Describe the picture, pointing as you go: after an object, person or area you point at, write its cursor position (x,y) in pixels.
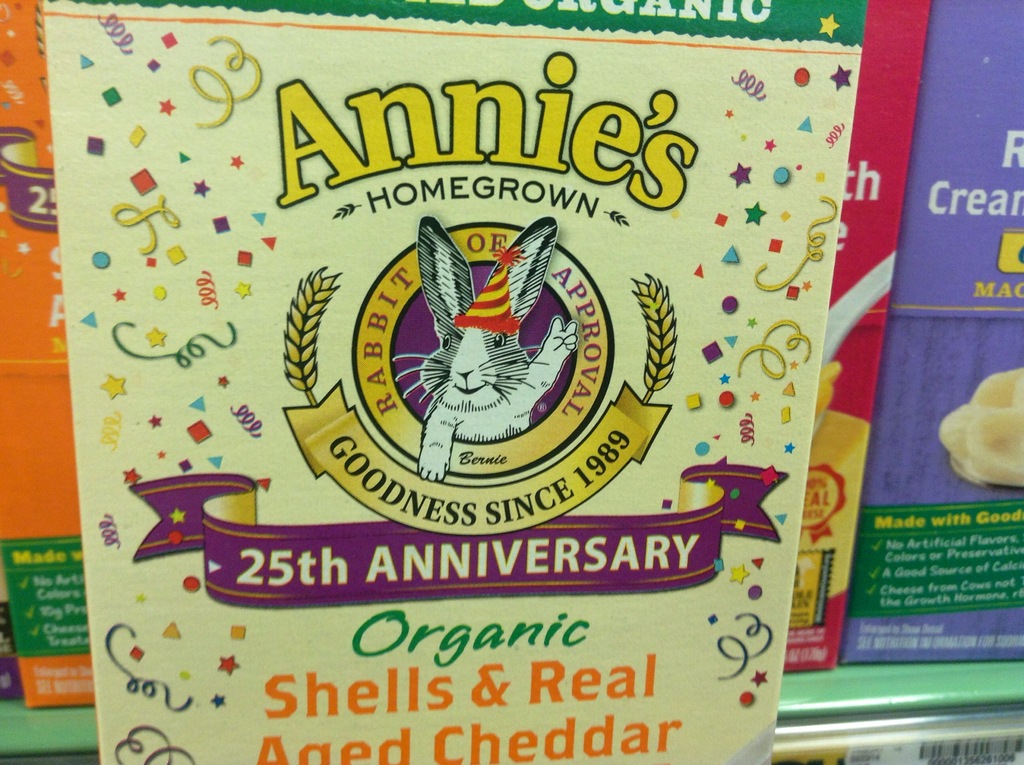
In this image I can see the box (375,211). On the box (468,340) I can see an animal (446,398) and something is written. In the background (868,550) I can see the colorful boxes (813,538) in the rack (880,665).
